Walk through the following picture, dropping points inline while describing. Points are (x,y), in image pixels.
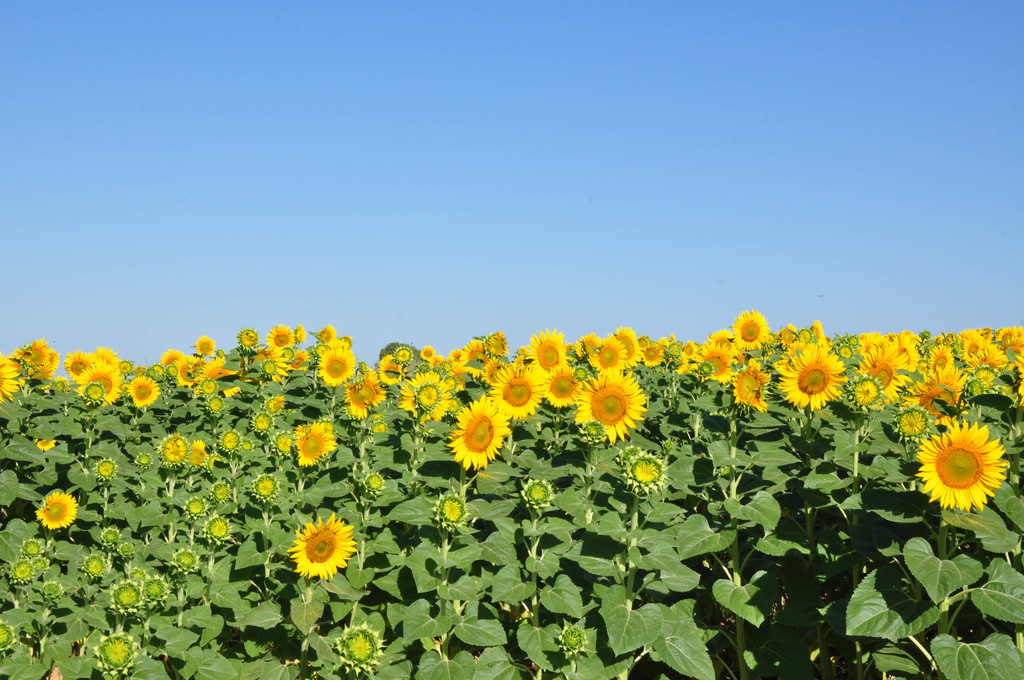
There are plants (798,384). Some of them are having yellow color flowers (808,394) and remaining of them are having green color flowers (217,521). In the background (394,124), there is blue sky (628,118).
